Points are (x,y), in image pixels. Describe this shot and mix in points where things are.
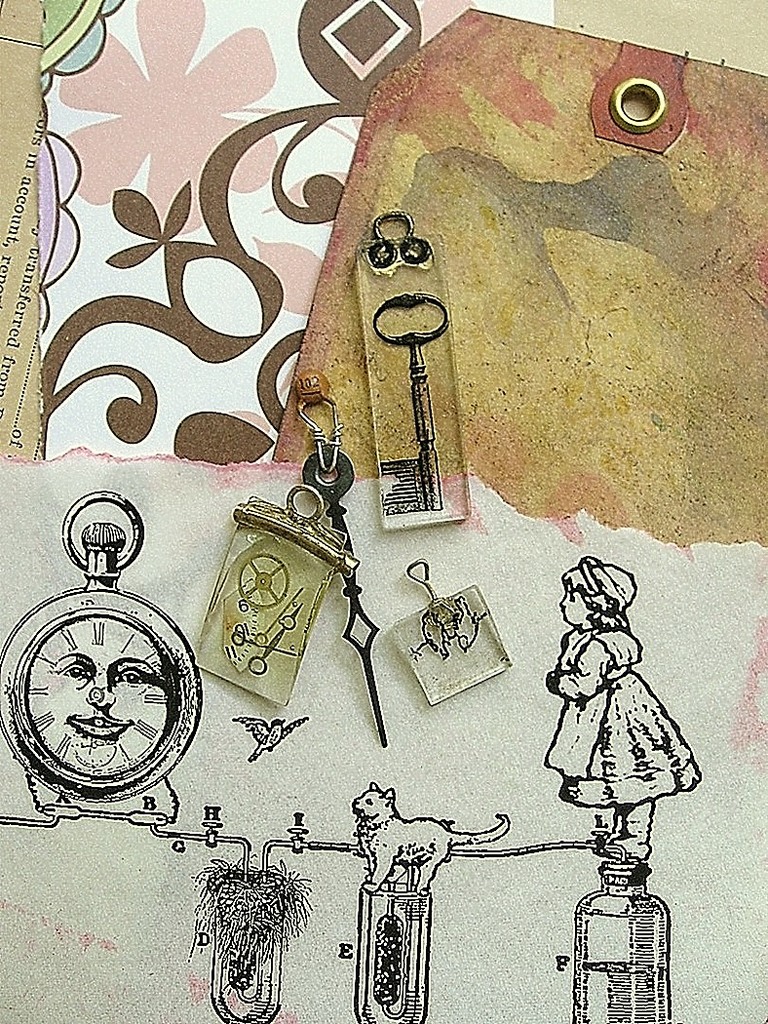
In this image there is a sketch (632,720) of few keychains (453,646), face (70,704) in a locket (72,787), cat (408,824), girl (582,798) on the paper (531,911).
